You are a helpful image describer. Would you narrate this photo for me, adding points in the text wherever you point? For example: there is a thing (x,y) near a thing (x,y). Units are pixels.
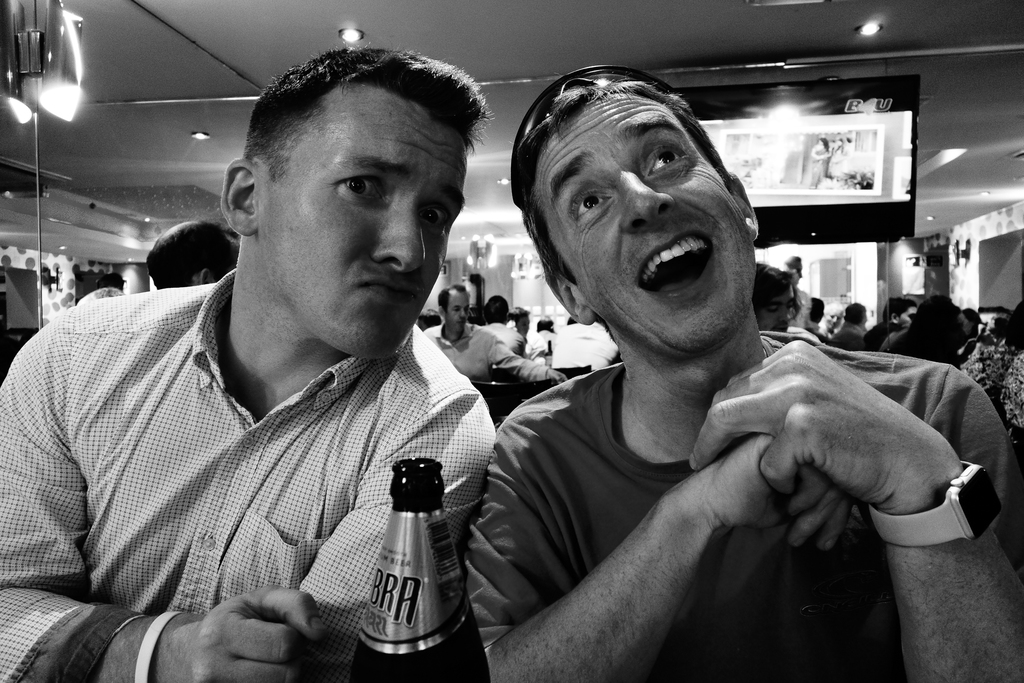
In the image we can see black and white picture of two men (433,367) wearing clothes (621,447) and the right side man (927,510) is wearing a wrist watch (930,521). Here we can see the bottle (409,627) and behind them, we can see there are many other people (521,334) sitting, wearing clothes (509,339). Here we can see the lights (31,92) and the screen (784,139).
